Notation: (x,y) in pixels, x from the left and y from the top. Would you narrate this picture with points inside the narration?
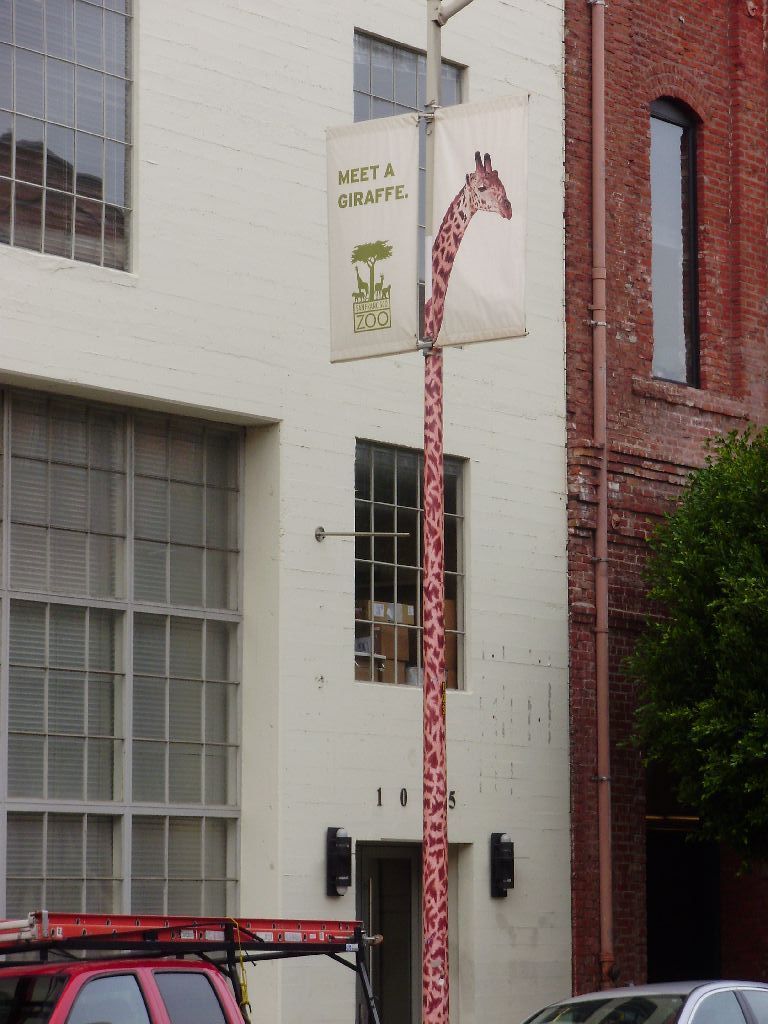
This image is clicked on the road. In the front (347,702), there are buildings (374,549) along with windows (394,680). In the middle (436,667), we can see a pole (429,690) on which there is a small banner (465,268). On the right (685,732), there is a tree (713,833). At the bottom (543,1013), there are two cars (613,1009).
